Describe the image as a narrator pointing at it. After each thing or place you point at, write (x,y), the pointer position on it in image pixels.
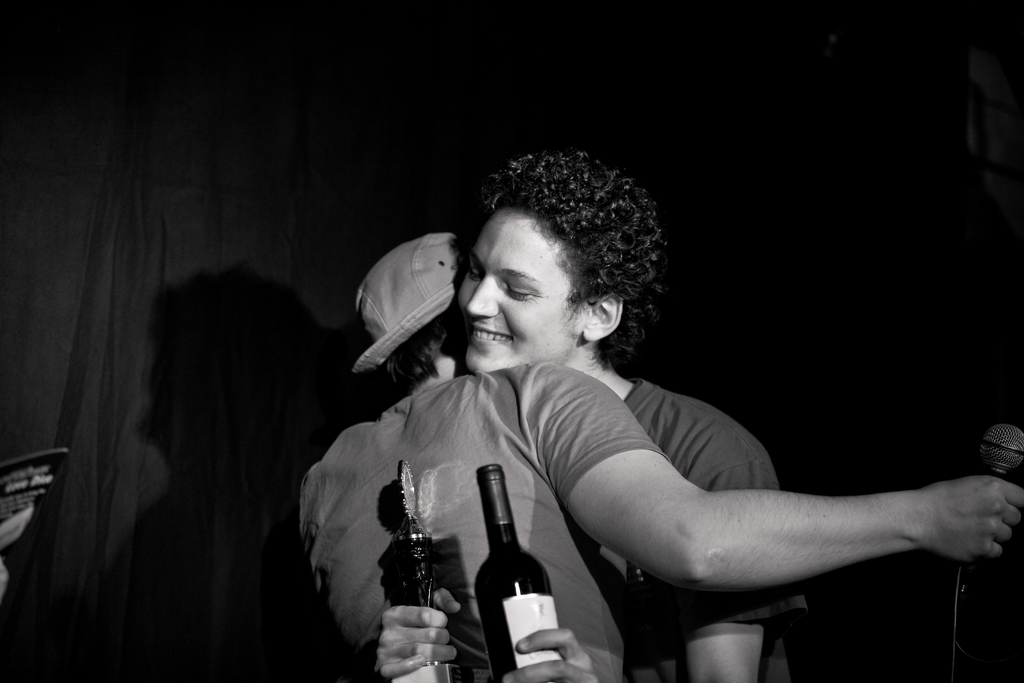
As we can see in the image there is a curtain (280,449) and two people (467,487) over here. This man (703,516) is holding mic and other man (594,252) is holding bottles (519,607).
